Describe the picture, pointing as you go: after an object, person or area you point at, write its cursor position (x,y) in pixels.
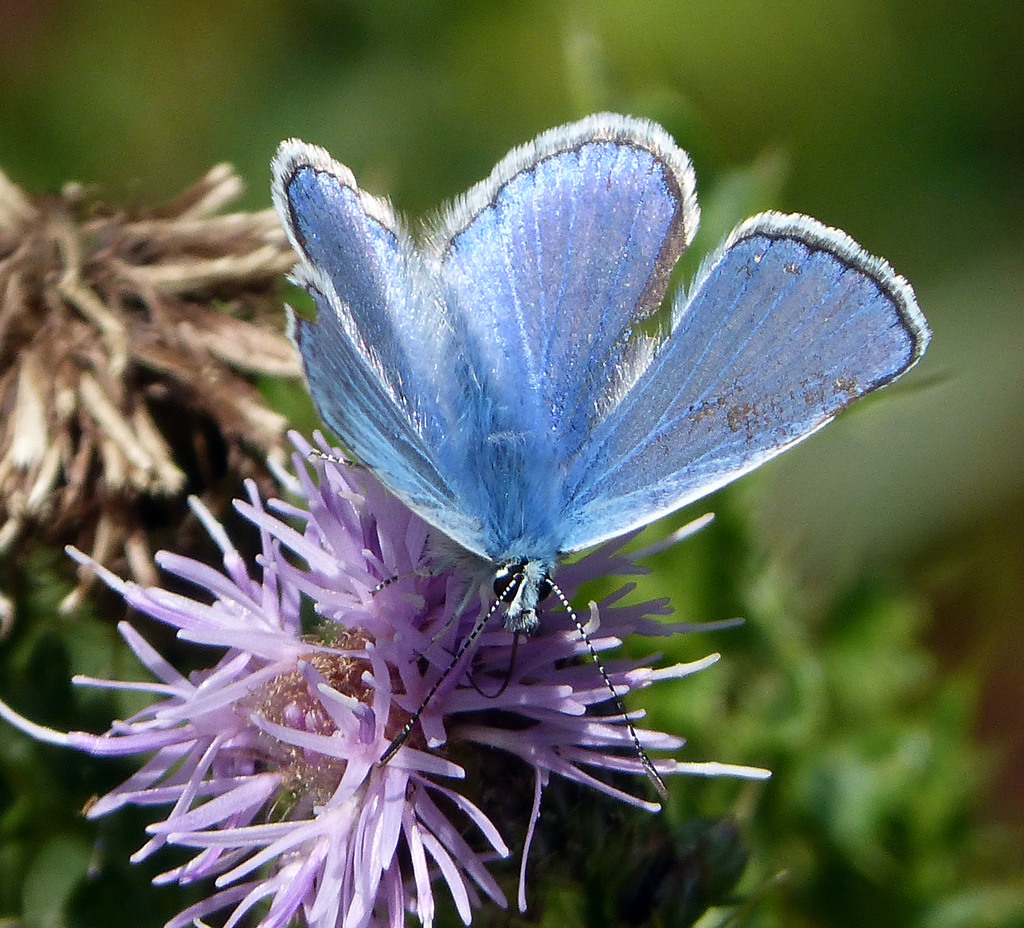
In this image we can see a butterfly (735,365) standing on a flower (343,715). In the background (760,837), we can see plants (481,139).
